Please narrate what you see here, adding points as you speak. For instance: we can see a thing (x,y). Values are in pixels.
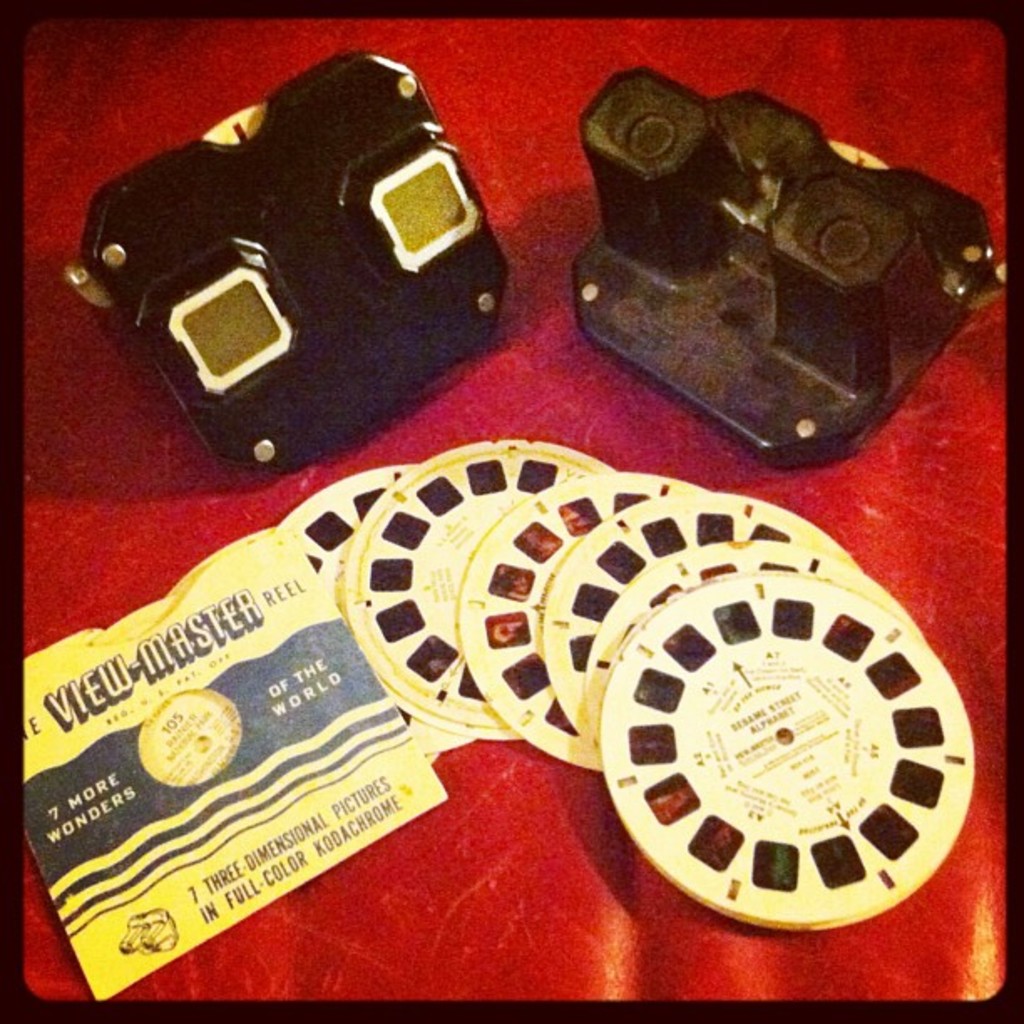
At the bottom (633,838) there are camera reels (601,717) in yellow color. On the left side (330,263) there is a thing (280,246) in black color.
